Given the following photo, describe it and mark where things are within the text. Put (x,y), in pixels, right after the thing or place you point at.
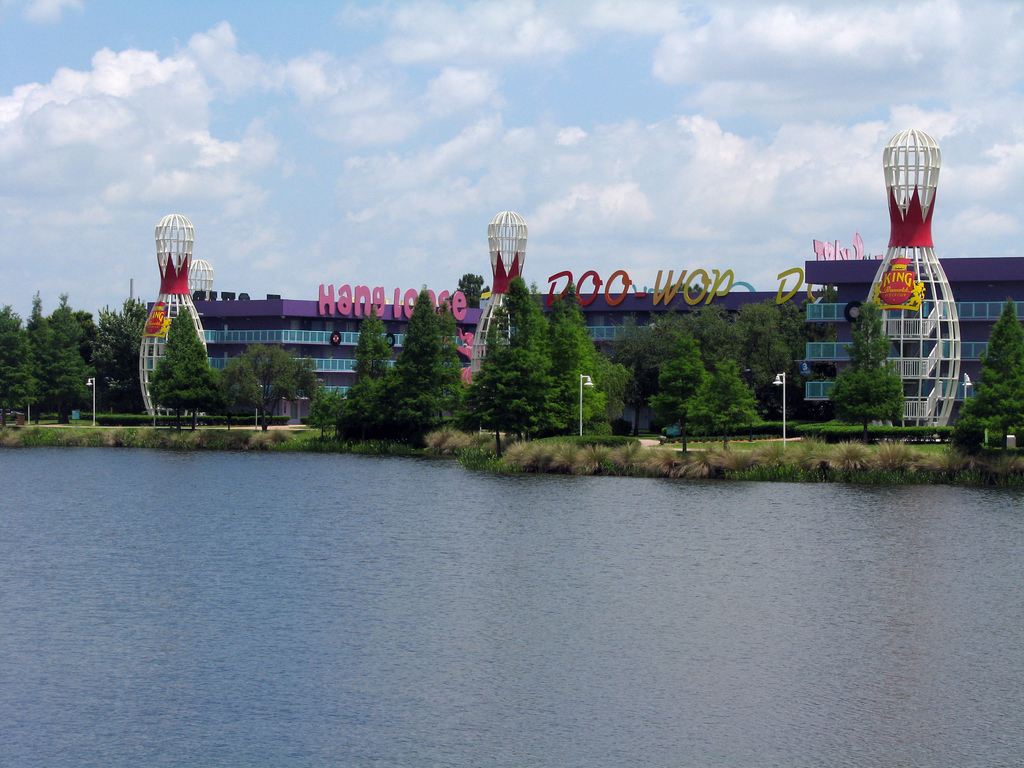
In this picture I can see there is a lake (674,699) and there are trees (566,369), buildings (605,346) and there are big name plates (406,314) attached to the building (395,321). There are trees (309,369), street light poles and the sky (18,109) is cloudy.
